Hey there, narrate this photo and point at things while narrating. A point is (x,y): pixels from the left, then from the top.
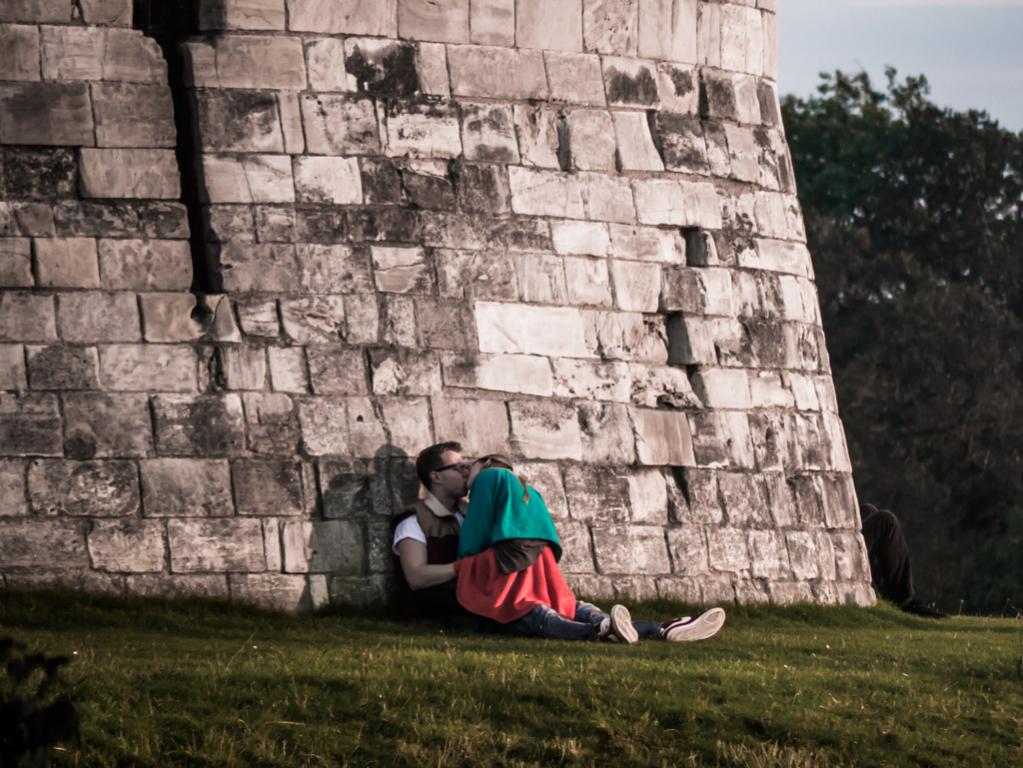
In this picture we can see two persons (464,472) are kissing. Here we can see grass (560,724). In the background (411,474) there is a wall (575,284), trees (1022,515), and sky (952,96).
